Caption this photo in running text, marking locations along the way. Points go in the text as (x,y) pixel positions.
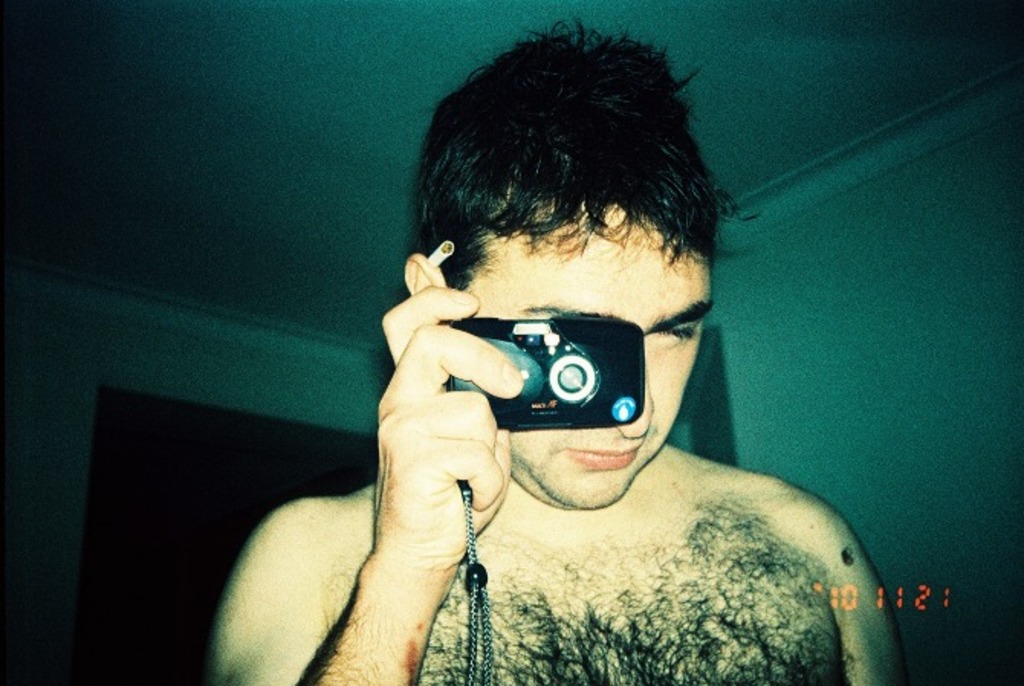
In the center (653,421) we can see man (637,518) he is holding camera (562,349). Coming to the background (857,355) there is a wall (797,349).
